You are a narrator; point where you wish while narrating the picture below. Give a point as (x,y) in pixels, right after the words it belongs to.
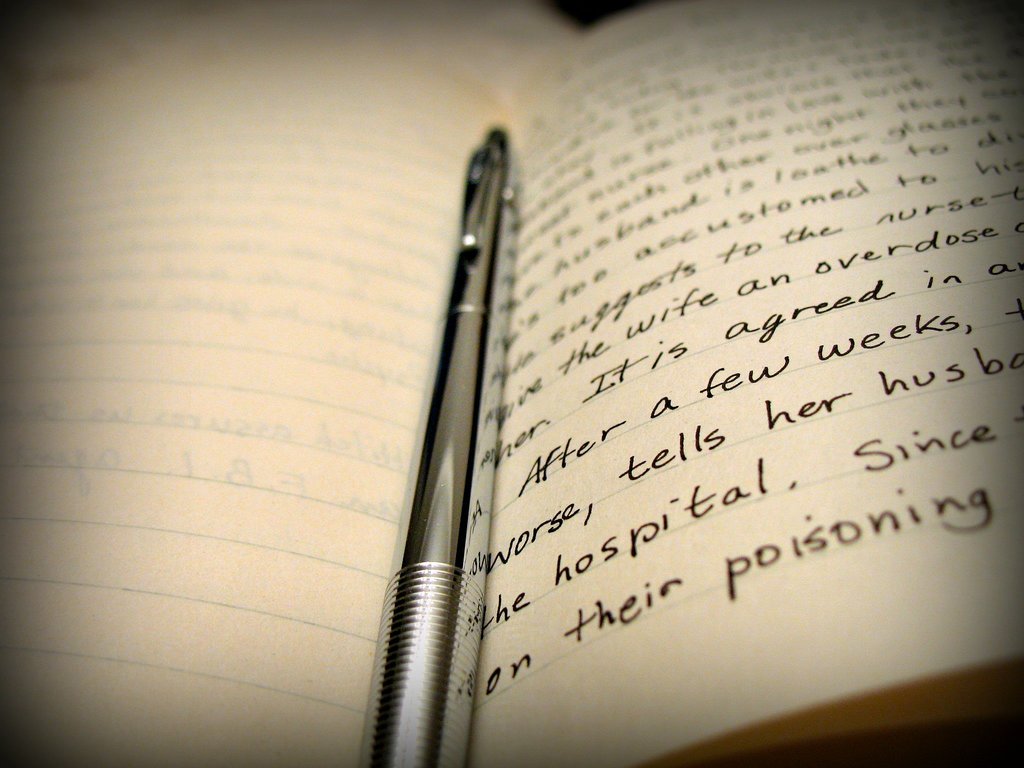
The picture consists of a notebook (863,689), in the notebook (618,120) there is something written. In the center of the picture (450,424) there is a pen (461,474). The edges are blurred.
